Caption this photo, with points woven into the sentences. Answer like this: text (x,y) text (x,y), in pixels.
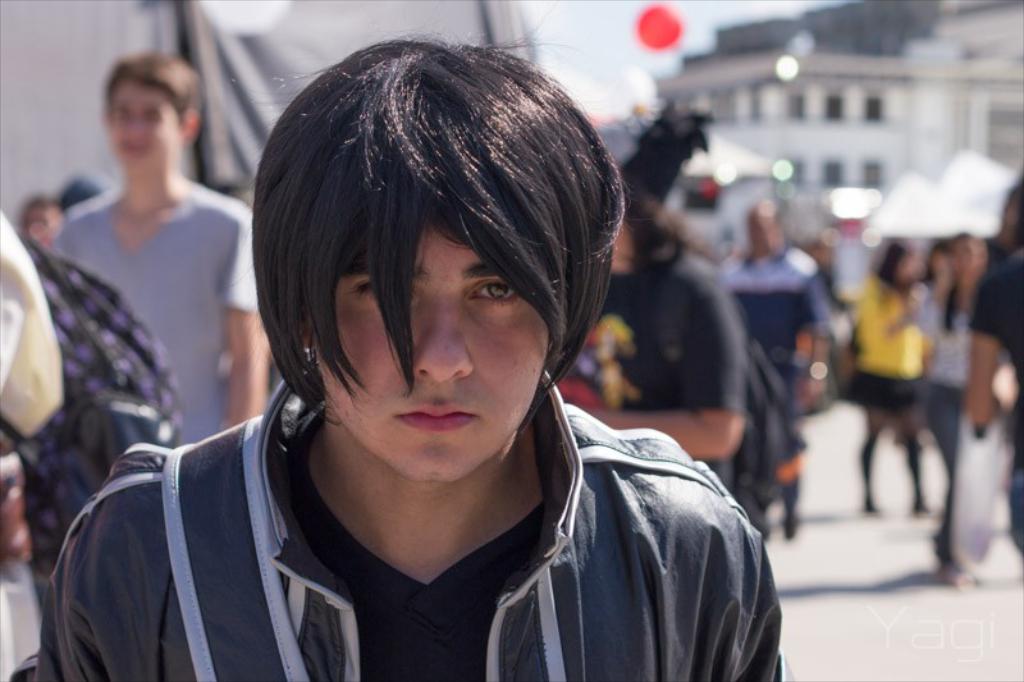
In the middle of the image (492,338) a man (274,247) is standing and watching. Behind him few people (129,90) are standing and walking. At the top of the image (788,17) there are some buildings (1006,153) and balloon (672,17).
